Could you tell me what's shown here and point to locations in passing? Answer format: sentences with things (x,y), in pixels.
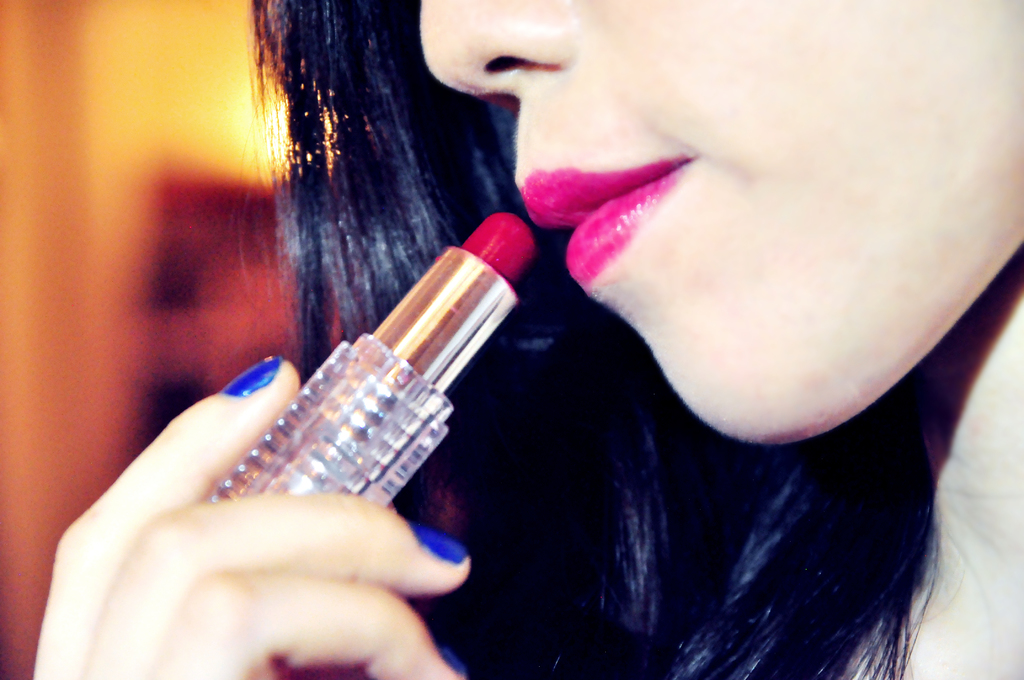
In this image we can see a woman (527,328) holding the lipstick (446,369). We can also see the light (279,129) and the background (89,107) is blurred.
